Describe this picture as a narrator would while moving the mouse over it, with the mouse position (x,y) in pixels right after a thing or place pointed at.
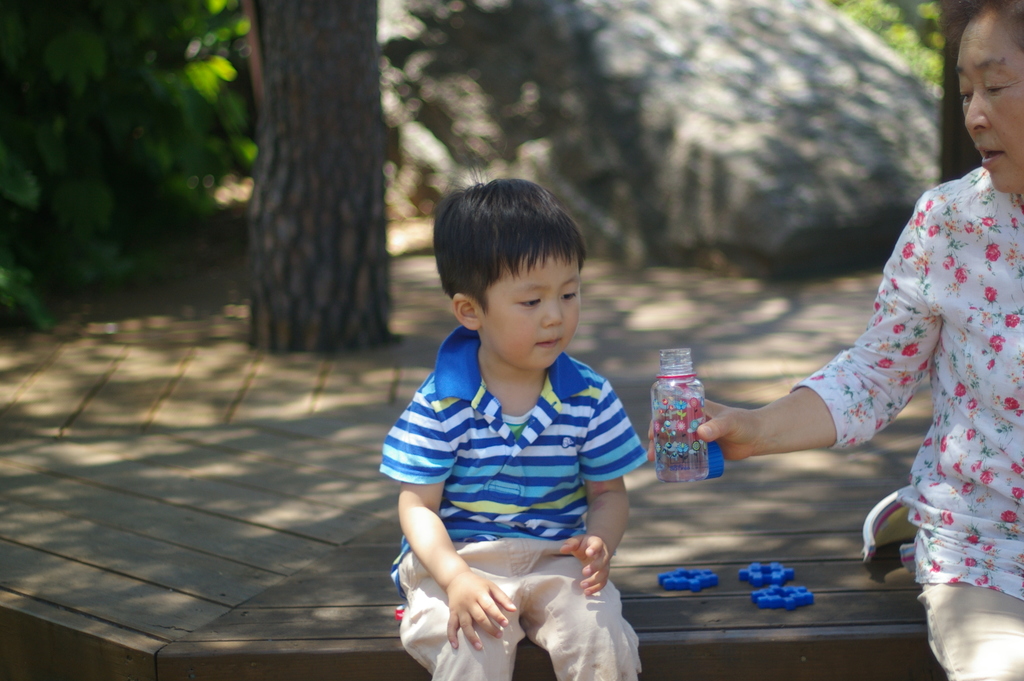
In the picture we can see a boy (500,668) sitting near the tree (370,115) beside the boy (461,393) and we can see a person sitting and giving a bottle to the boy (516,634) and in the background (807,138) we can see a rock (439,162) and some plants (83,130).
